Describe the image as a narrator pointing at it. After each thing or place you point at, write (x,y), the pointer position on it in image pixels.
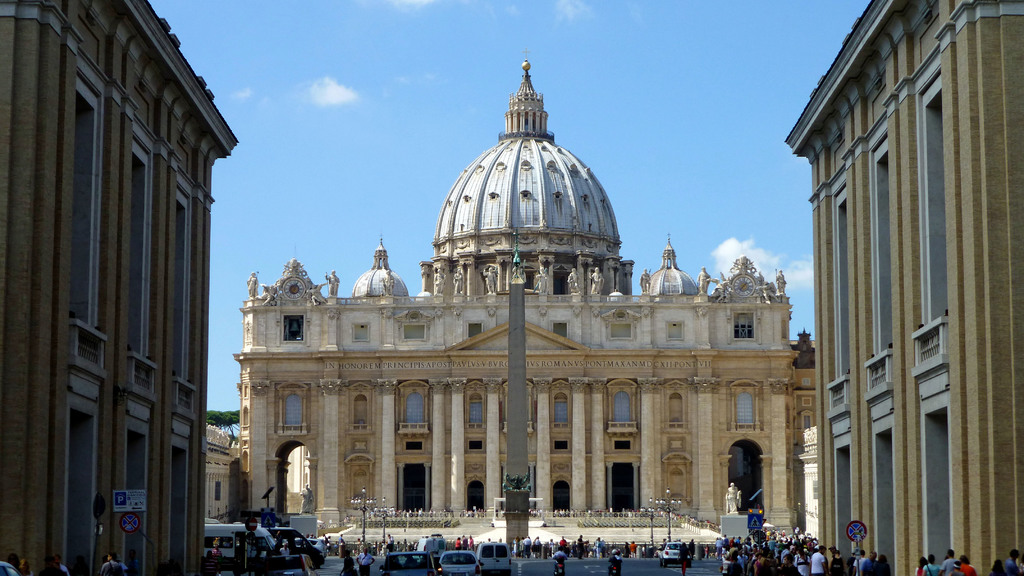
In this picture I can see there are some buildings (385,378) here and there is a street (600,564) here and there are some vehicles (557,571) on the street (571,559) and there are some people (743,551) walking on the street (713,569) and in the backdrop (215,407) there are some trees (228,414) and the sky (422,82) is clear.
